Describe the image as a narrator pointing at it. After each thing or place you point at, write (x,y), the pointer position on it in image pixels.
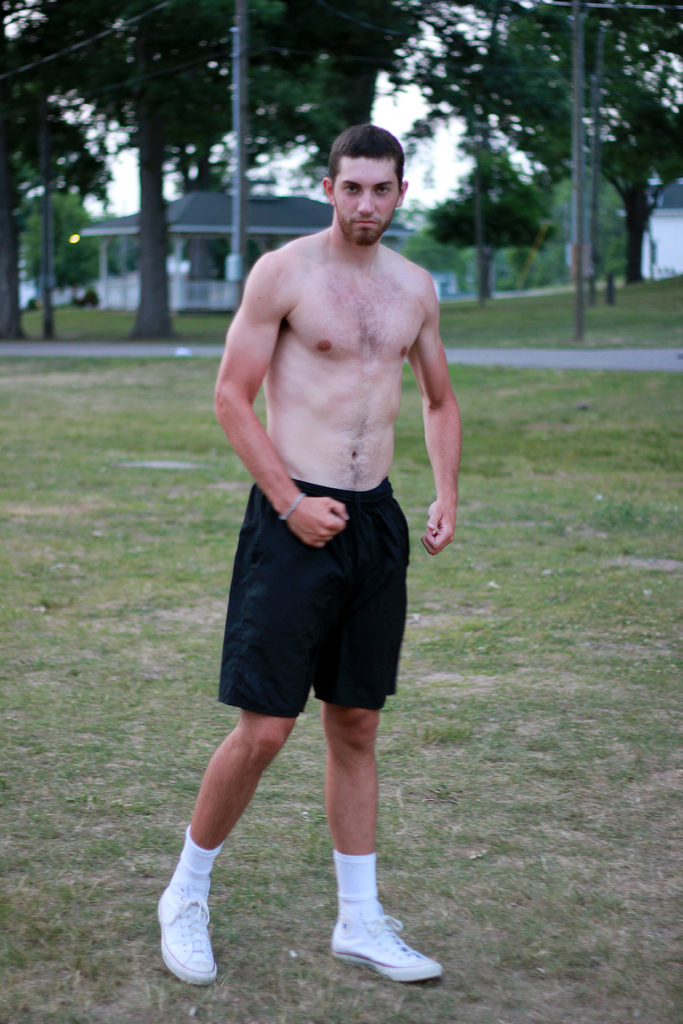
In this image we can see a man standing and posing for a photo and there are two houses (236,300) in the background (681,182). We can see some trees (205,8) and grass (202,493) on the ground (162,617) and there are some poles (579,321) and at the top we can see the sky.
